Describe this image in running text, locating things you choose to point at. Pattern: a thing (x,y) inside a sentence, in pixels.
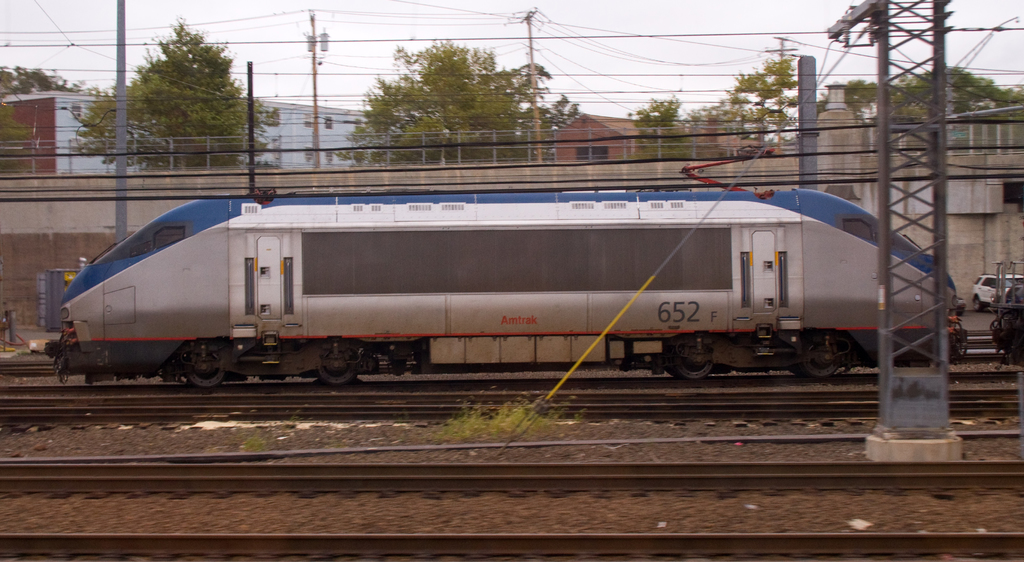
In the foreground (447,358) I can see grass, metal rods (732,440), rope (681,247), train (605,327) on the track (981,366), light poles (250,166) and wires (374,148). In the background (464,102) I can see a fence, buildings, trees (400,151) and the sky (462,13). This image is taken may be during a day.
